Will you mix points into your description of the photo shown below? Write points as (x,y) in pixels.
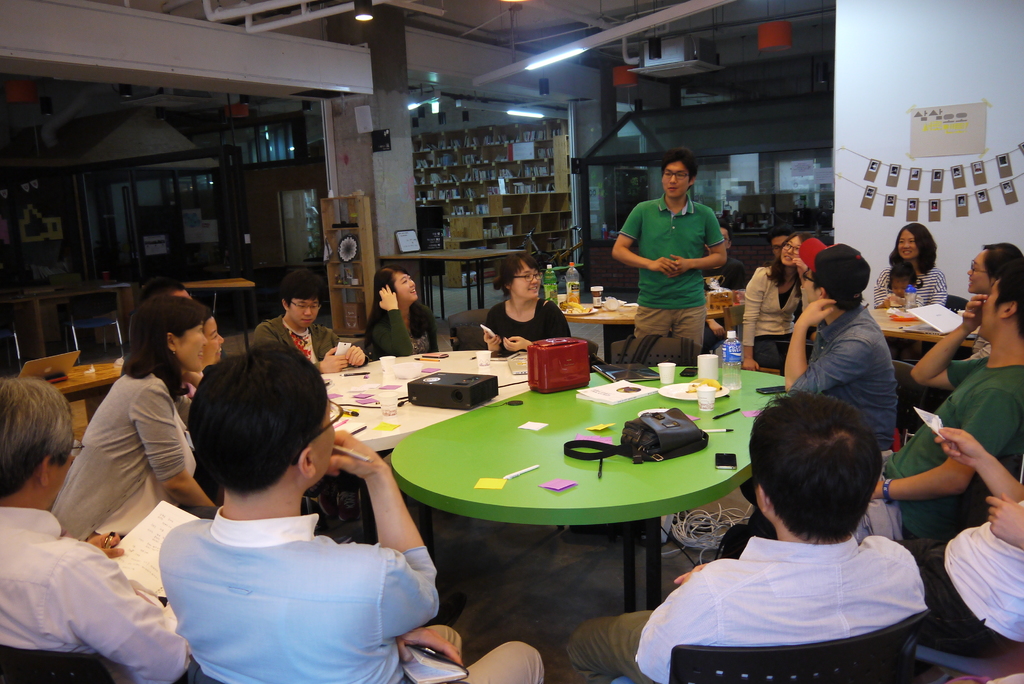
This picture shows a group of people (133,655) seated on the chairs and we see few bags (650,423), glasses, water bottle (738,375) and few papers (490,480) on the tables (686,454) and we see a man (637,322) standing and speaking and we see few posters (892,204) on the wall (884,122) and bookshelf (543,162) with some books (475,171).
